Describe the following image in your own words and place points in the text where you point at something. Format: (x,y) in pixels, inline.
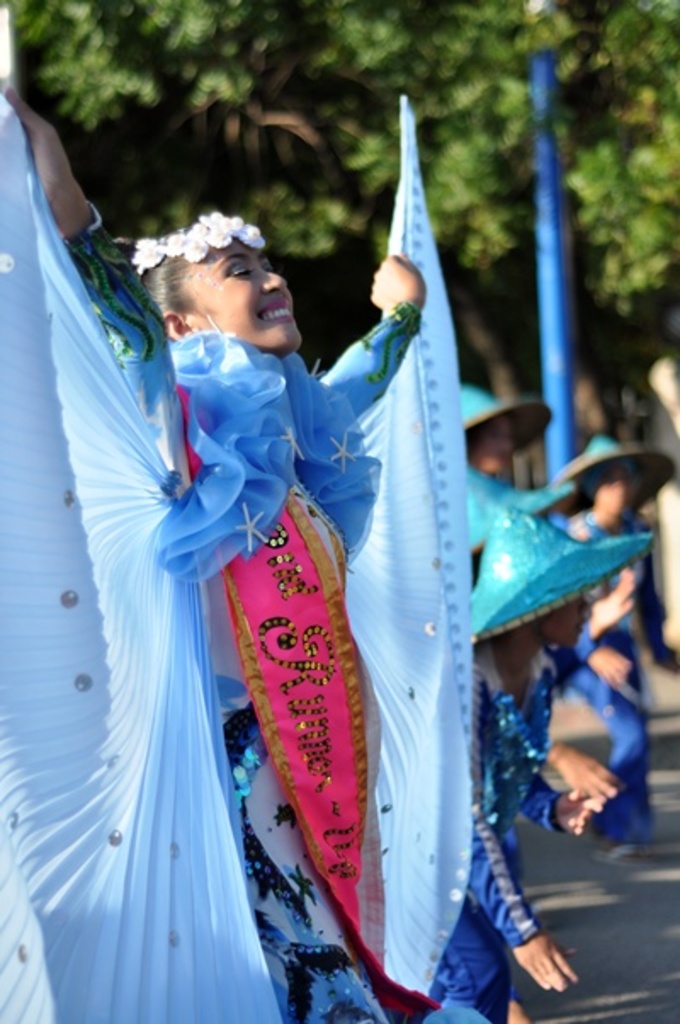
In this image we can see a group of women (437,743) standing on the road (576,958). In the background (580,237) there are trees (577,208) and pole (549,258).
